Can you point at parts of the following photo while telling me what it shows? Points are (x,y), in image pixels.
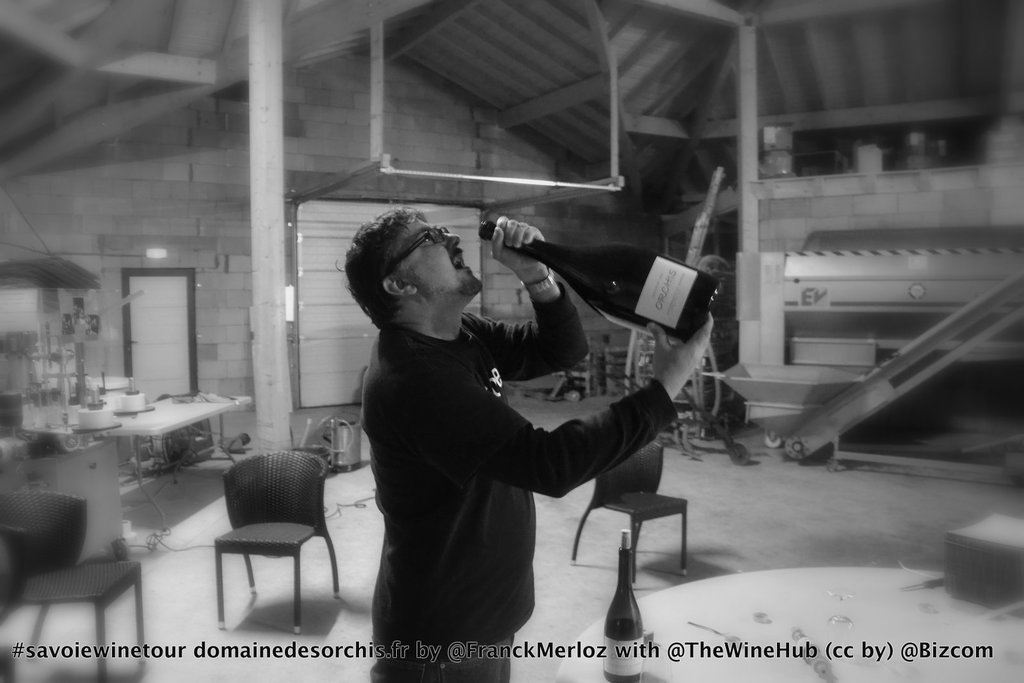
In this picture there is a person (435,487) wearing black shirt (470,483) is standing and holding a glass bottle (593,274) in his hands (547,270) and there are few chairs (636,484) and some other objects (767,162) in the background (649,336).
